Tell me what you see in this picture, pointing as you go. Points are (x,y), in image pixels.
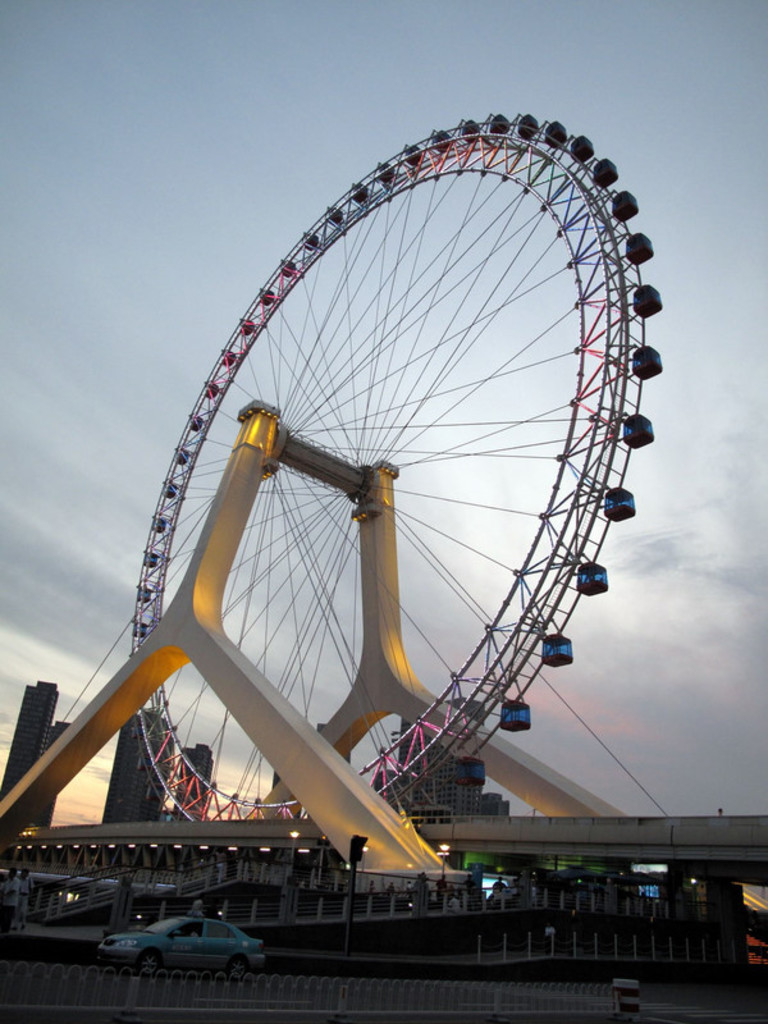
In the picture I can see a giant wheel vehicle (354,480), people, fence (354,1000), lights (264,850), buildings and some other objects (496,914). In the background (518,279) I can see the sky (536,302).
